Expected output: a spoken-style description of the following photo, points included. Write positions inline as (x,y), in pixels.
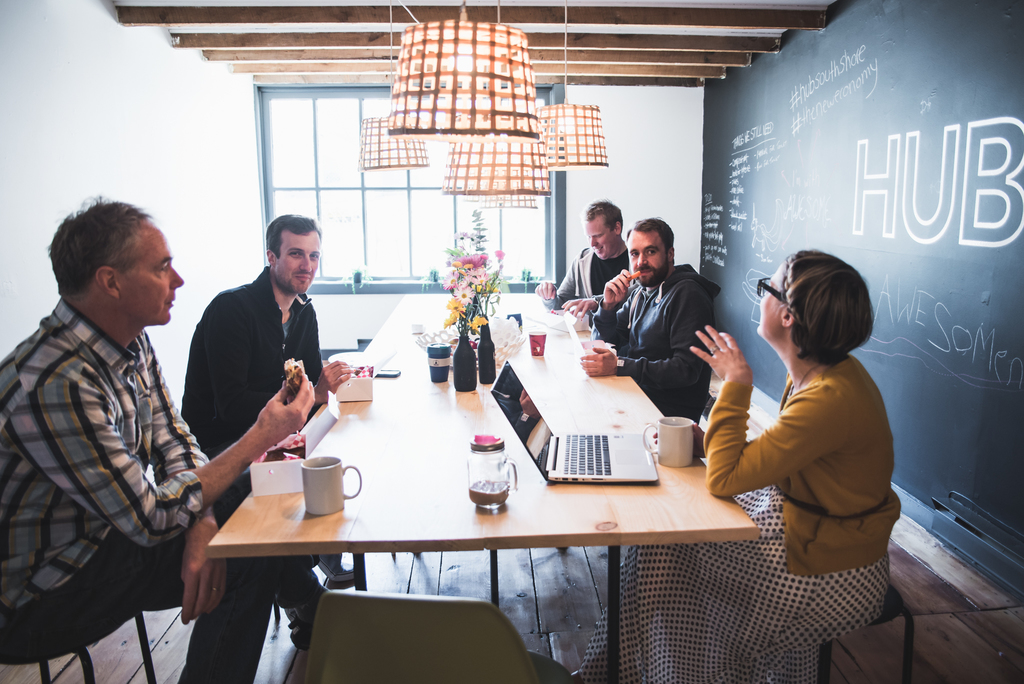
This picture is clicked inside a room (654,140). There are few people (663,283) sitting on stools (893,612) at the table (362,565). On the table (420,488) there is a laptop (534,442), cups (339,493), boxes (317,417), food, glasses (477,453), baskets (508,339), mugs (491,468) and flower vases (474,304). There are lamps (480,110) hanging to the ceiling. To the right corner of the image (815,135) there is boards (877,153) and some text (747,167) is written on it. To the left corner of the image (118,147) there is wall (126,148). In the center (419,234) there is glass window (424,204).
